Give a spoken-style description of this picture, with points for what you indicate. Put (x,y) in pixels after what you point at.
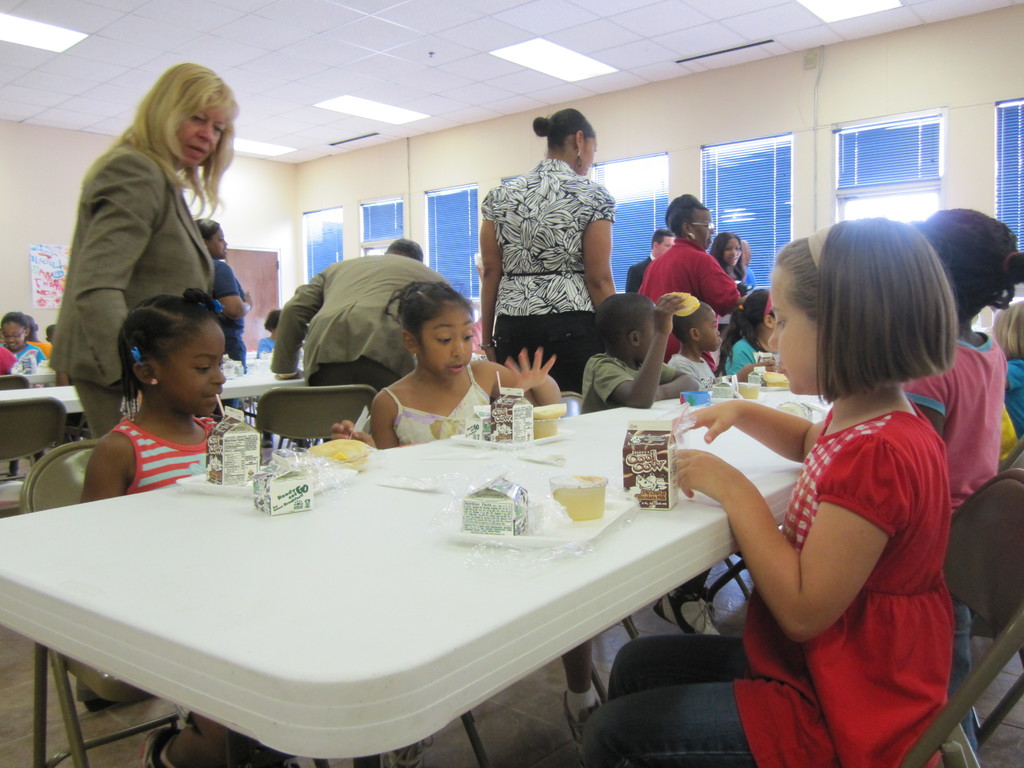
In the middle of the image (618,428) there is a table (460,452), On the table (698,438) there are some food products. Surrounding the table (622,435) few people (1002,272) are sitting. In the middle of the image (501,261) few people (596,218) are standing and watching. Top right side of the image (843,79) there is a wall (954,130) and there are some windows (709,186). At the top of the image (823,17) there is a roof (423,45) and lights (532,57).
